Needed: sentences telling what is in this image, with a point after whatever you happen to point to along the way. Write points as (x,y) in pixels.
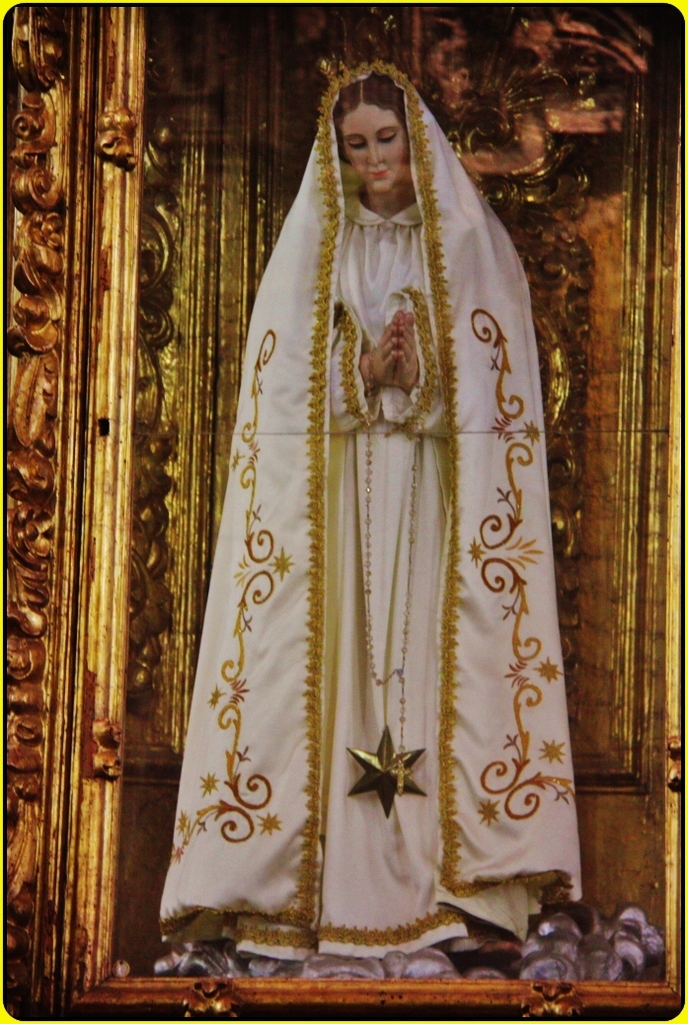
In this image there is a statue (359,499) in the center (367,519). In the background (189,373) there is a golden colour frame (215,315).
